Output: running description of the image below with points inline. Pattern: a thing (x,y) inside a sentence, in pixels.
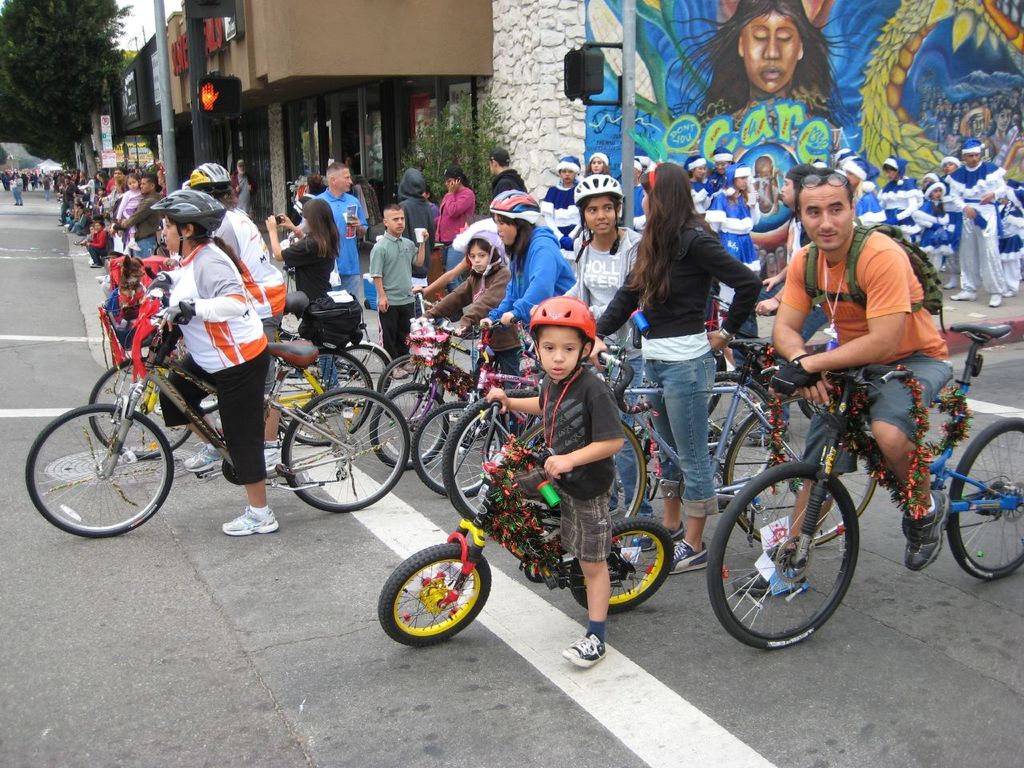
We can able to see a person (456,285) sitting on a bicycles (328,461) and wore helmet (202,206). These persons (451,221) are standing. This is a building (547,90). On this wall (811,104) there is a painting (734,75). Far there are numbers of trees (57,63).
